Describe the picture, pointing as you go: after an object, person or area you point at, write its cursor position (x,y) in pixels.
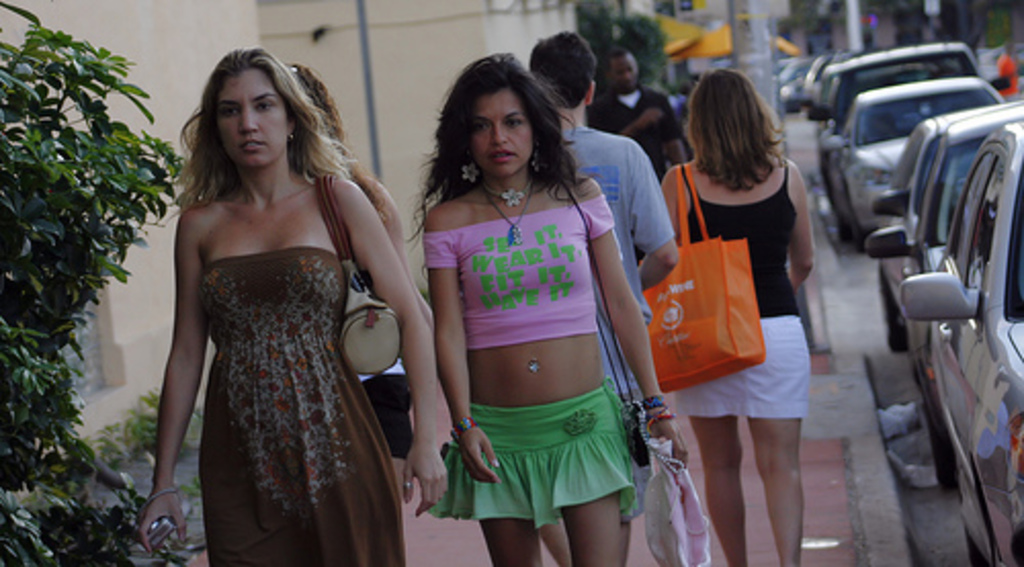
In the image there is a plant (58,398) on the left side of the image (56,412), beside the plant (56,418) there are a group of people (520,277) walking on the footpath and on the right side (887,100) there is a road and on the road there are vehicles (833,141).
